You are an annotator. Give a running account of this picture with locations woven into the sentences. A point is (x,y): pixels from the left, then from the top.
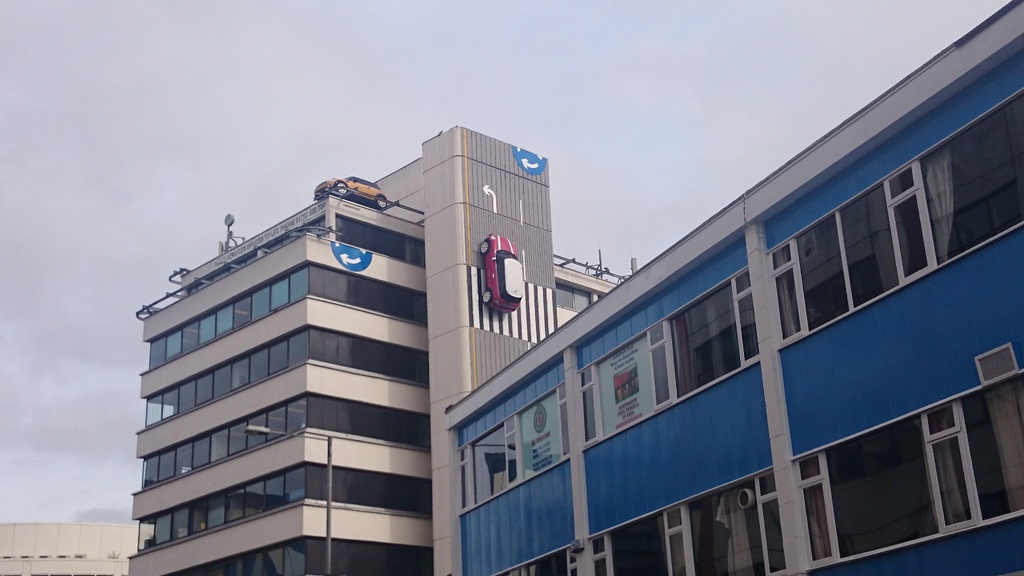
In the picture we can see a building (393,482) with five floors (380,484) and glasses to it and on the top of it, we can see a structure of the car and into the wall (439,484) we can see a painting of the road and on it we can see a structure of a car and inside the building (417,551) we can see another building (723,420) attached to it and behind the building (258,350) we can see a sky (70,214).
